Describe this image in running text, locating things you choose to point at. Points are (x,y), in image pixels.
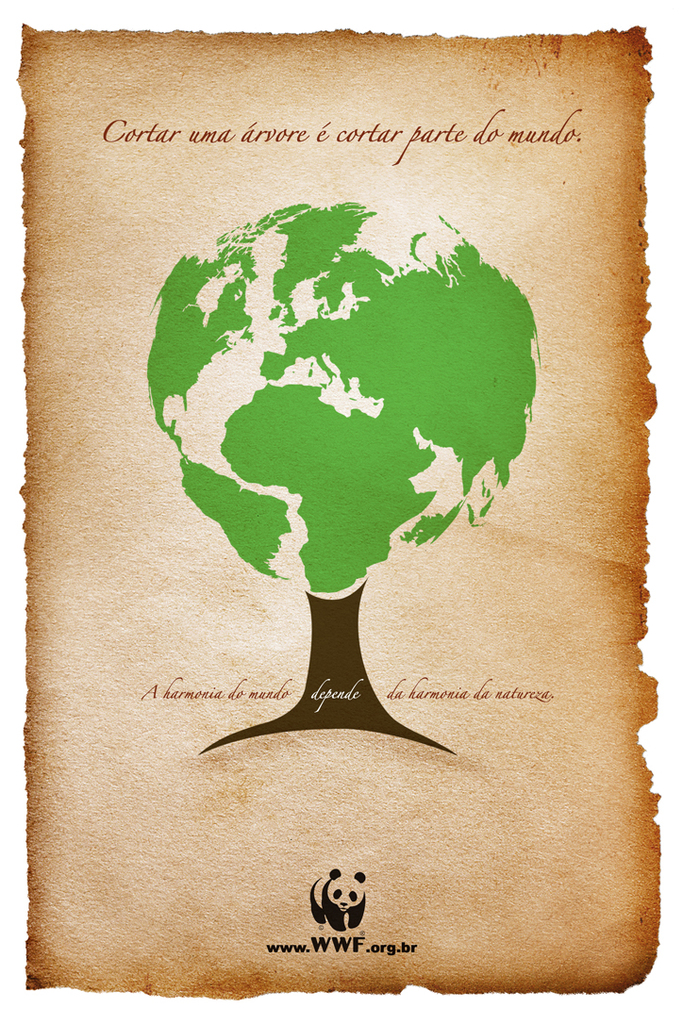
Picture of a poster (382,165). Something written on this poster (294,731). Here we can see tree (501,417). Bottom of the image (348,910) there is a logo (348,899).
